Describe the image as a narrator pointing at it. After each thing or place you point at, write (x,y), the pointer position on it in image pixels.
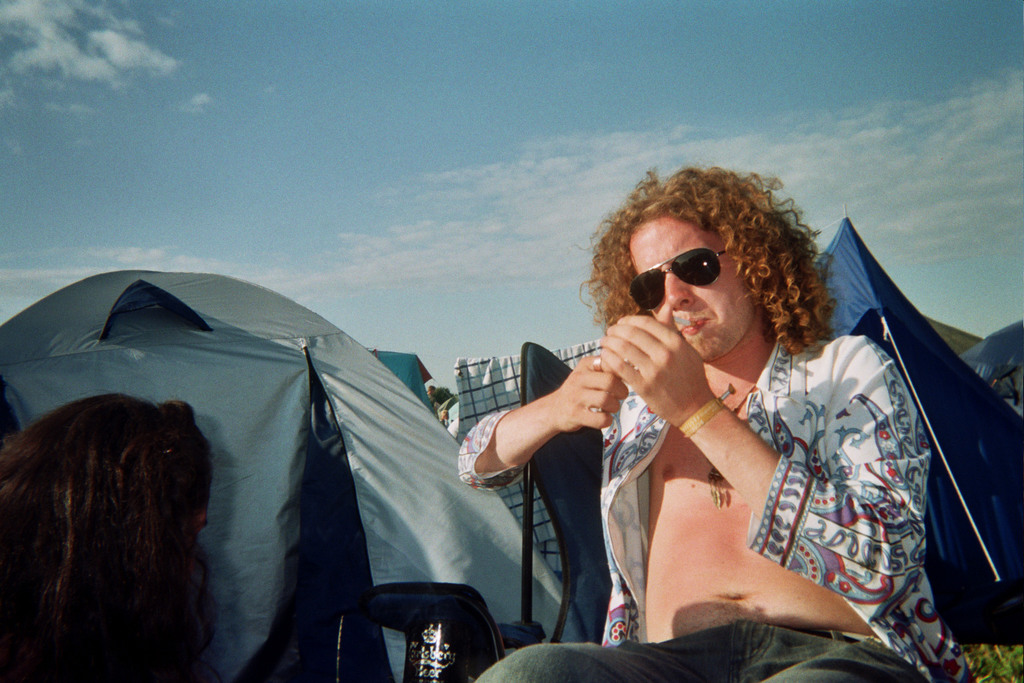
In this picture there is a man (700,662) sitting on a chair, in front of him we can see another person (11,481). We can see tents (266,426) and clothes (646,478). In the background of the image (352,80) we can see the sky (355,84).
